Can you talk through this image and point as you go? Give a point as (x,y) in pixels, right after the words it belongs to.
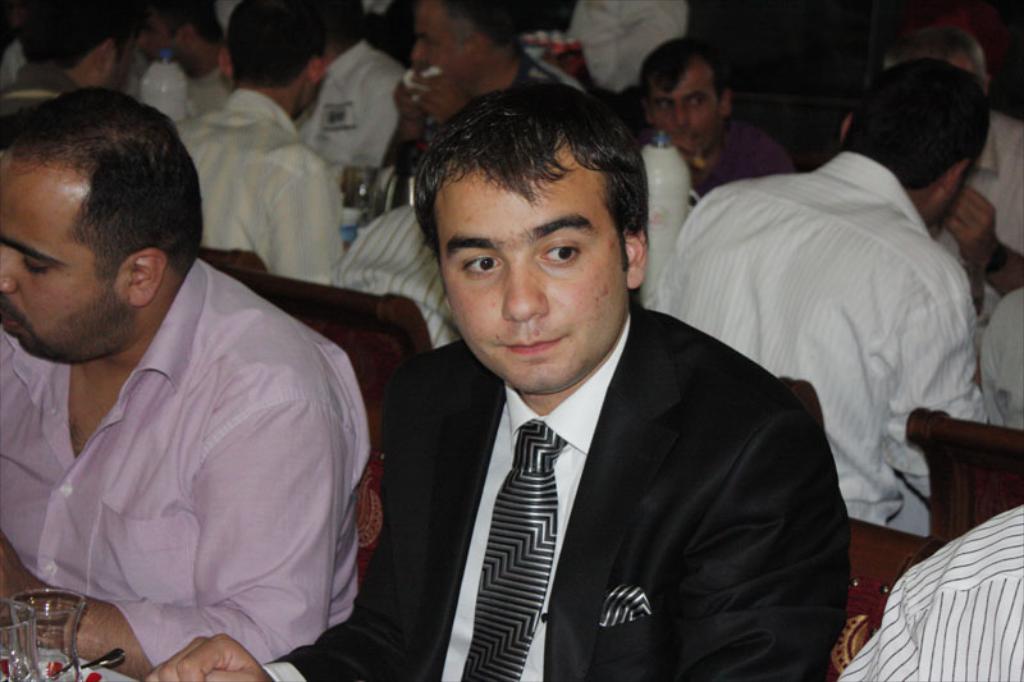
In the image I can see some people (527,329) are sitting in front of the table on which there are some things (69,595) placed, among them a person (600,652) is wearing the suit (609,676).
